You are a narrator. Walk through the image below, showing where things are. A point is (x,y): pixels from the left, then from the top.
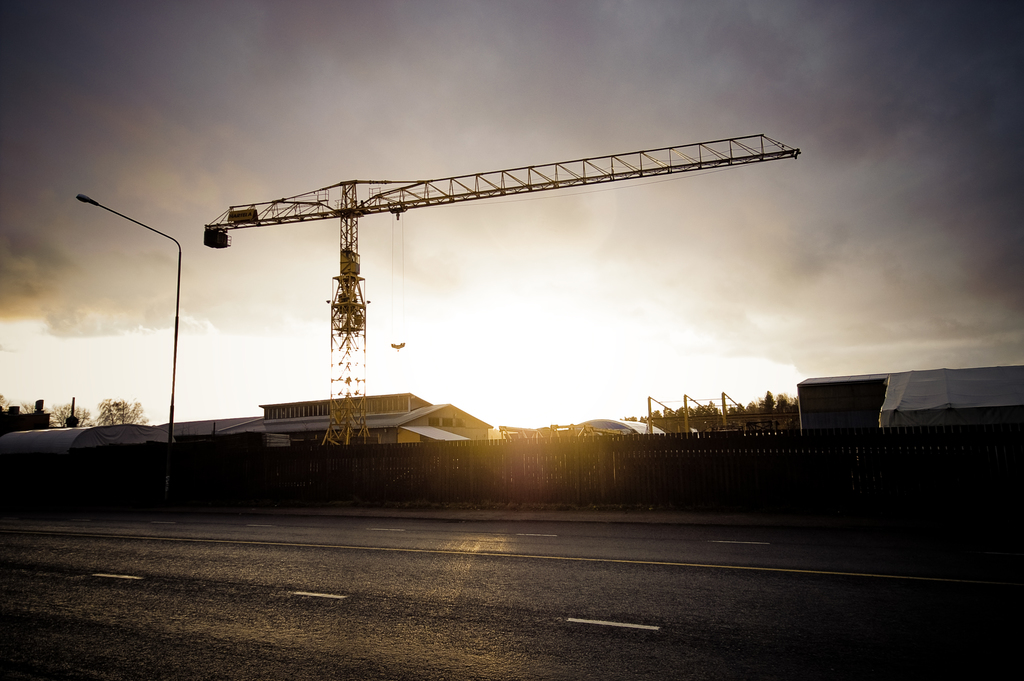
In this image there is a road (694,590), in the background (63,490) there is a pole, fencing (493,451), sheds (845,418), crane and a sky (532,202).
